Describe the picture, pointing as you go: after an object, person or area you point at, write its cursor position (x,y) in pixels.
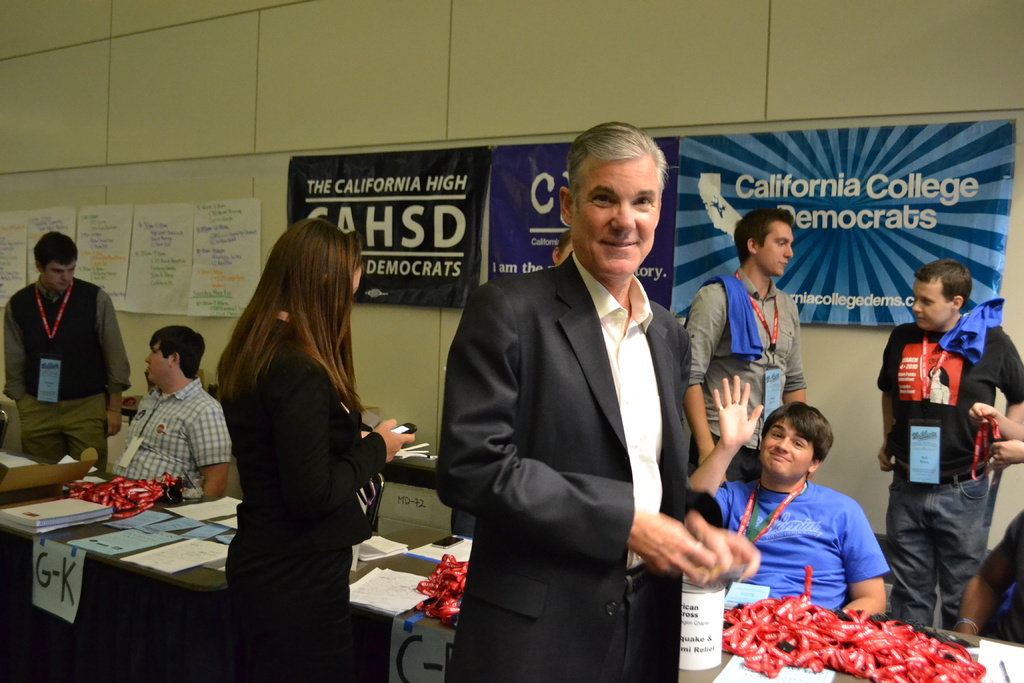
In this image I can see a person (595,401) wearing white shirt (632,403), black blazer (596,397) and black pant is standing and a woman (316,510) wearing black dress (306,498) is standing and holding a cellphone (409,427) in her hand (389,451). In the background (150,361) I can see two person (223,446) sitting on chairs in front of a table (188,502) on which I can see few papers (376,538) and few red colored objects (724,645). I can see few persons (77,370) standing, the cream colored wall (517,108), few papers (238,274) attached to the wall (422,23) and few banners (506,201) to the wall (134,196).
